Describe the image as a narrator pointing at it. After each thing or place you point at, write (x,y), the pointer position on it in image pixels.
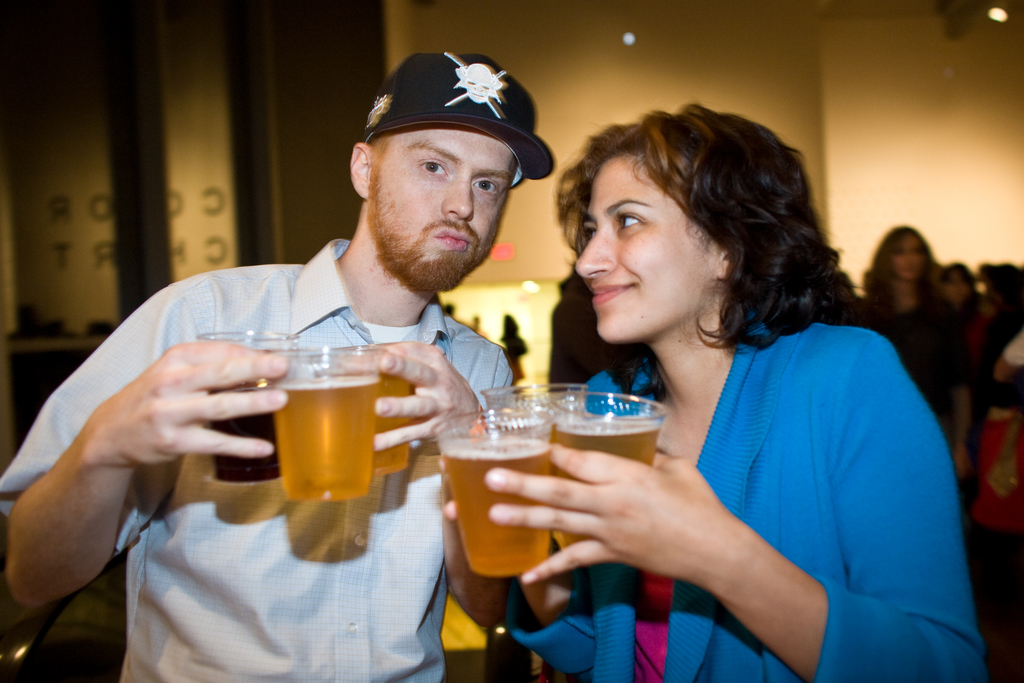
In this image I can see the women (694,336) and man (407,253) standing. They are holding beer glasses (387,472) in their hands (616,488). At background (956,409) I can see few people (906,335) standing.
